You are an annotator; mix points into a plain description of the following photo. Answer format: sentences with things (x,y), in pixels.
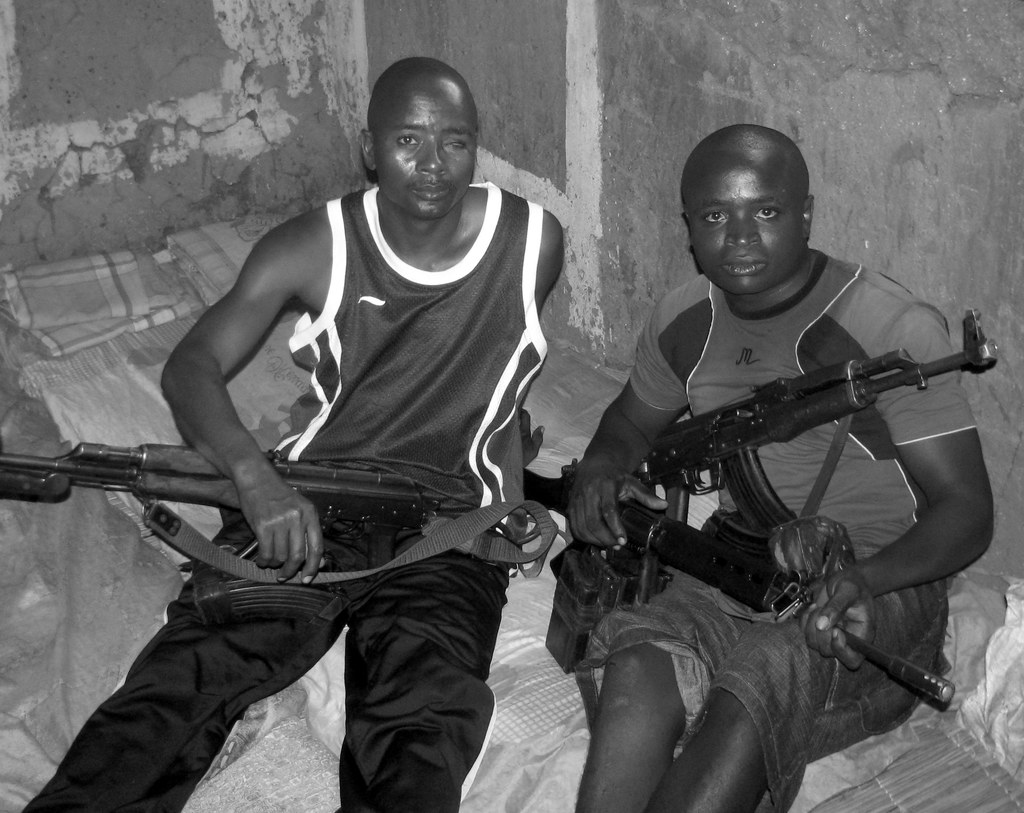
In this image we can see two persons (437,170) sitting down and holding guns (685,522) in their hands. We can see blankets (209,250) and wall (301,28) in the background (567,187).
